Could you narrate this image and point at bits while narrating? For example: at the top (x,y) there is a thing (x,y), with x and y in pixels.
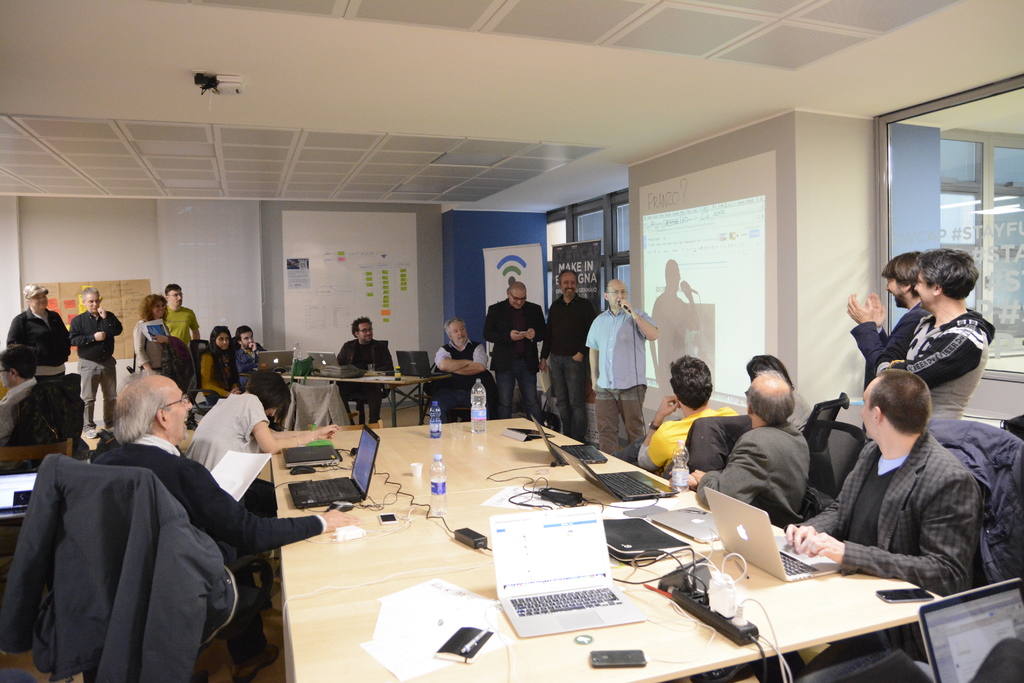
This image consists of many persons (234,362). In the middle (421,430), there is a table (498,513) on which there are laptops (614,615), bottles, and papers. On the right (697,238), we can see a screen (730,283) and a man (604,380) wearing a blue shirt (618,385) is talking. On the right (928,225), it looks like a window (962,225).
